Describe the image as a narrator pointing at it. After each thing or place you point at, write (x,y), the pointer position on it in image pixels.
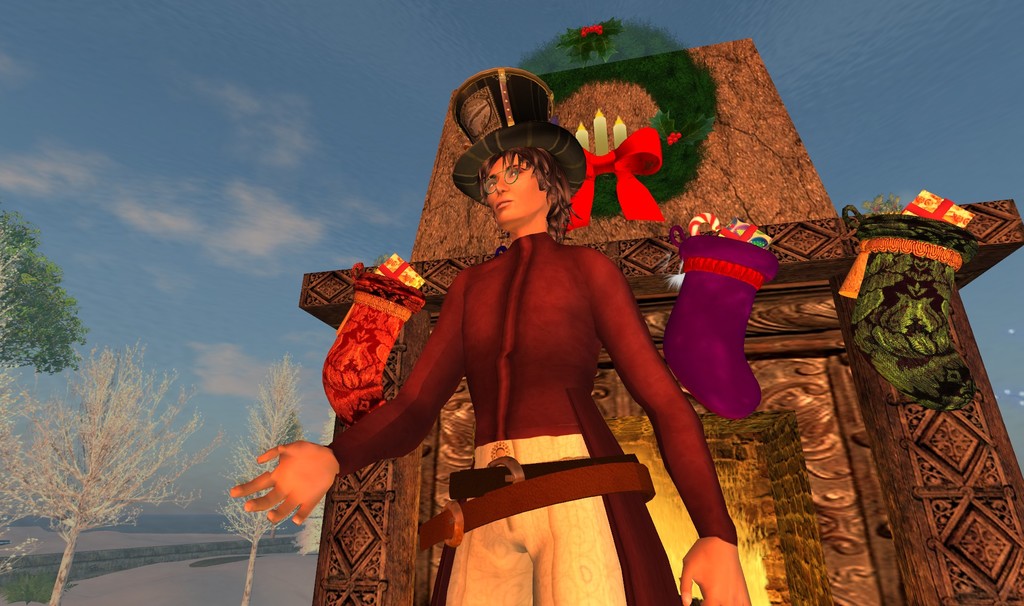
In this picture I can see a person (520,301) in front (491,137) who is wearing a hat (525,134) on head (523,160) and in the background (65,558) I see the trees (56,515) and I see the fire place (363,543) on which I see socks (743,290) and a garland (586,208) on it and I see the sky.
